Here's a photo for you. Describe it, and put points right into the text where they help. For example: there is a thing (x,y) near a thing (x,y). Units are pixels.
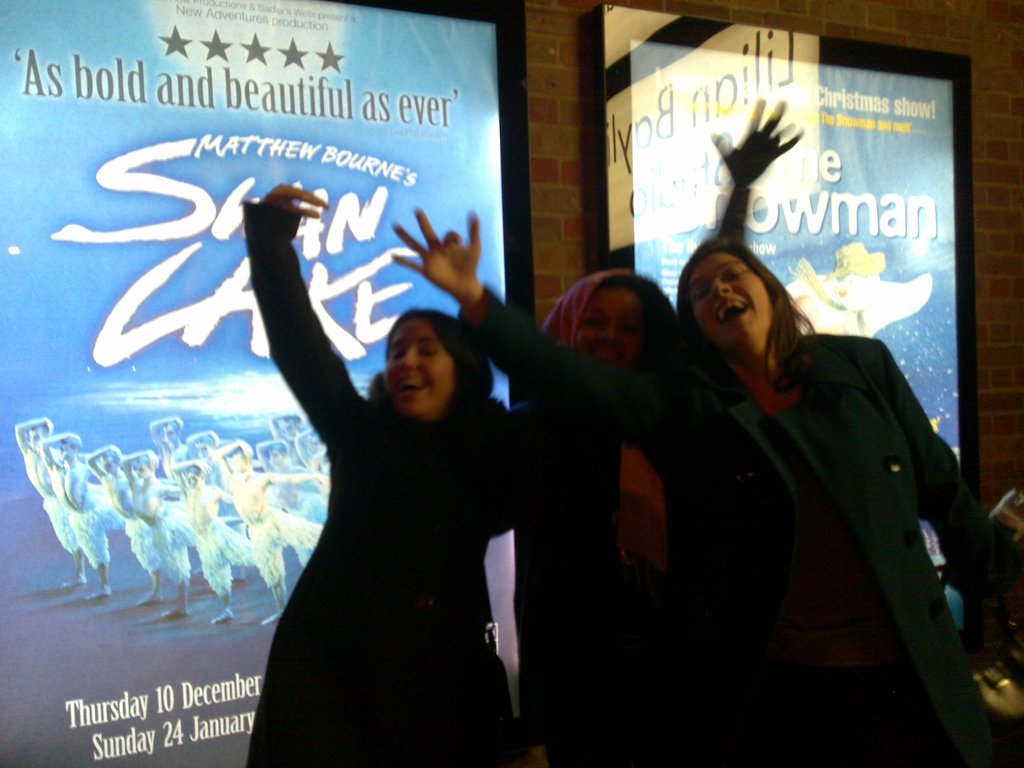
In this image, we can see a few people (741,306). We can see the wall (1023,119) with some posters (875,101). We can also see some objects (995,698) on the right (1013,698).
